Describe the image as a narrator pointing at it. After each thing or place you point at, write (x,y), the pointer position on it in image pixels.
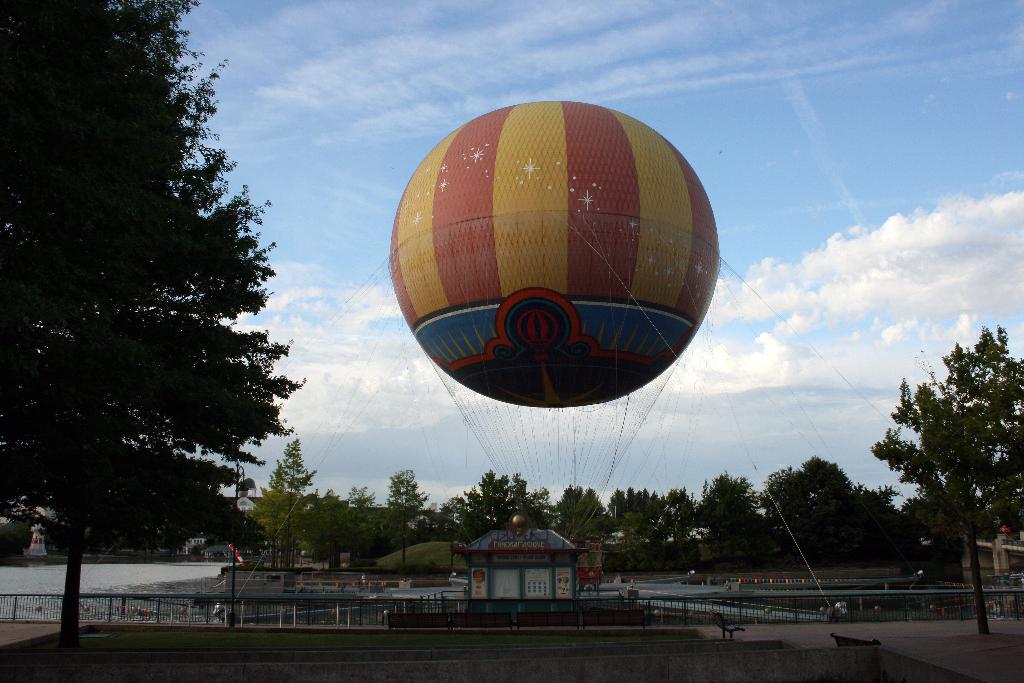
In this image there is a giant helium balloon (558,205) with the threads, building (519,543), benches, plants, trees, water (849,613), iron grills (916,617), sky (869,276).
